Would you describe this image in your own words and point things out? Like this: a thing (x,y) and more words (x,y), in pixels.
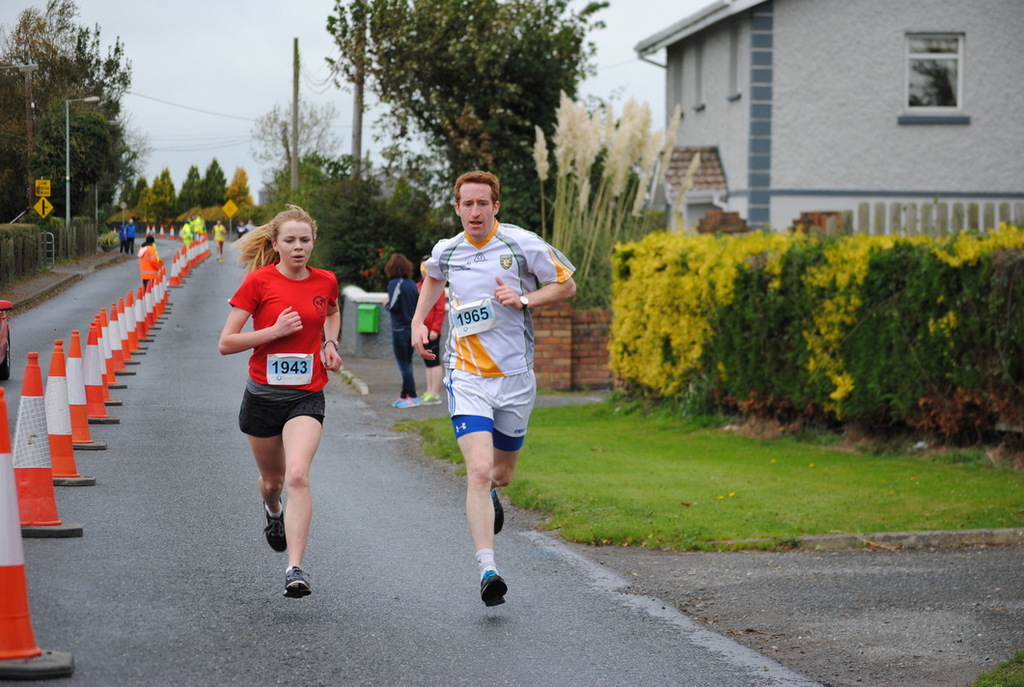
This picture describes about group of people (296,337), few (296,337) are running on the road (223,261), beside them we can find few road divider blocks (63,389) and grass (716,434), in the background (57,158) we can see few trees (45,152), a building (734,106), poles (67,170) and sign boards (47,187).
